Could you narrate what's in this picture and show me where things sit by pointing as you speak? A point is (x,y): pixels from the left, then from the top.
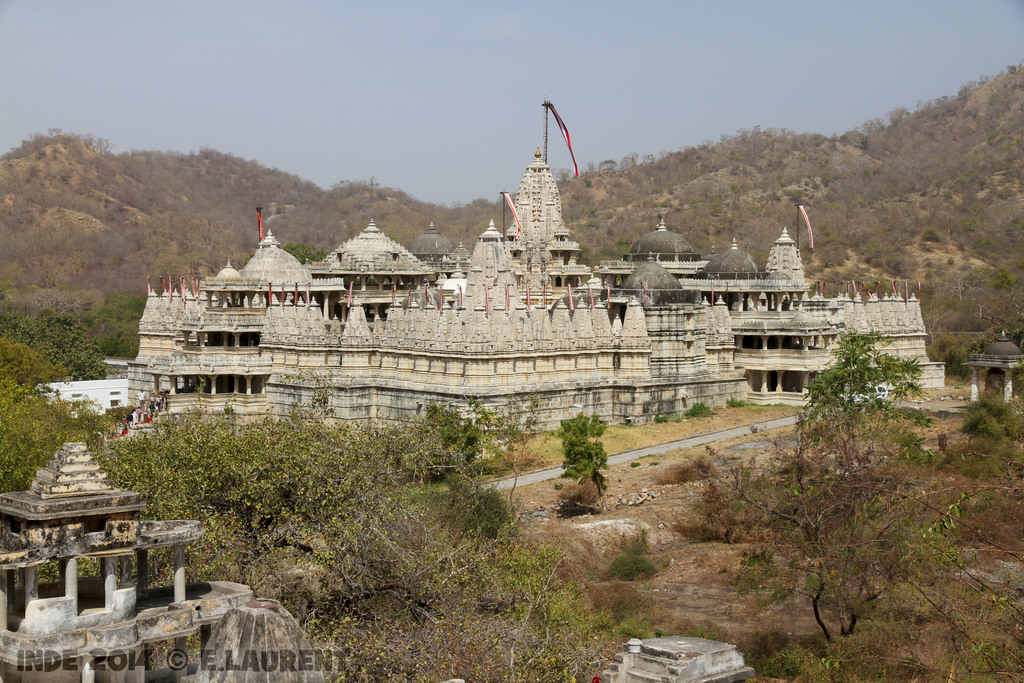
In this image I can see the temple (416,355) which is in white and grey color. In-front of the temple (541,398) I can see many trees (205,537). To the left (82,553) I can see one more temple (50,620). In the back (312,180) I can see the mountains (591,218) and the blue sky (376,99).
